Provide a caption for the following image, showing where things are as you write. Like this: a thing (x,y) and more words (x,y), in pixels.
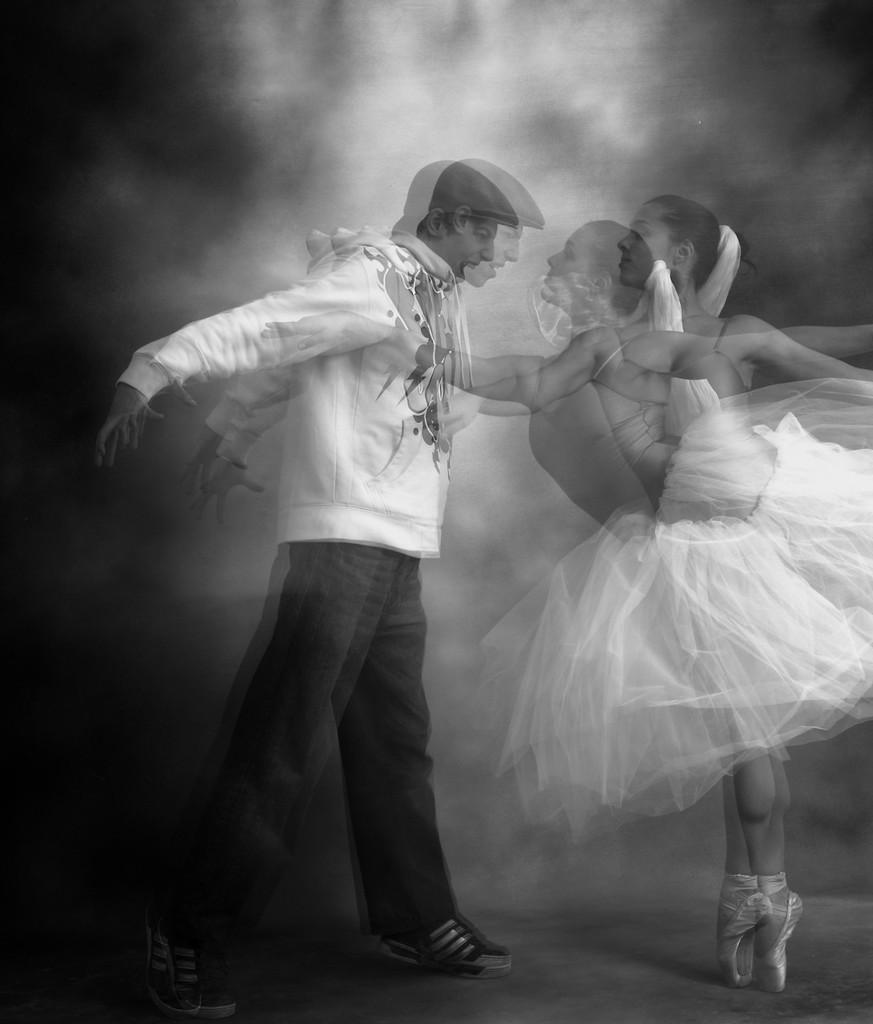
This is an edited image. In this image we can see a man (472,258) and a lady (704,676) standing.
